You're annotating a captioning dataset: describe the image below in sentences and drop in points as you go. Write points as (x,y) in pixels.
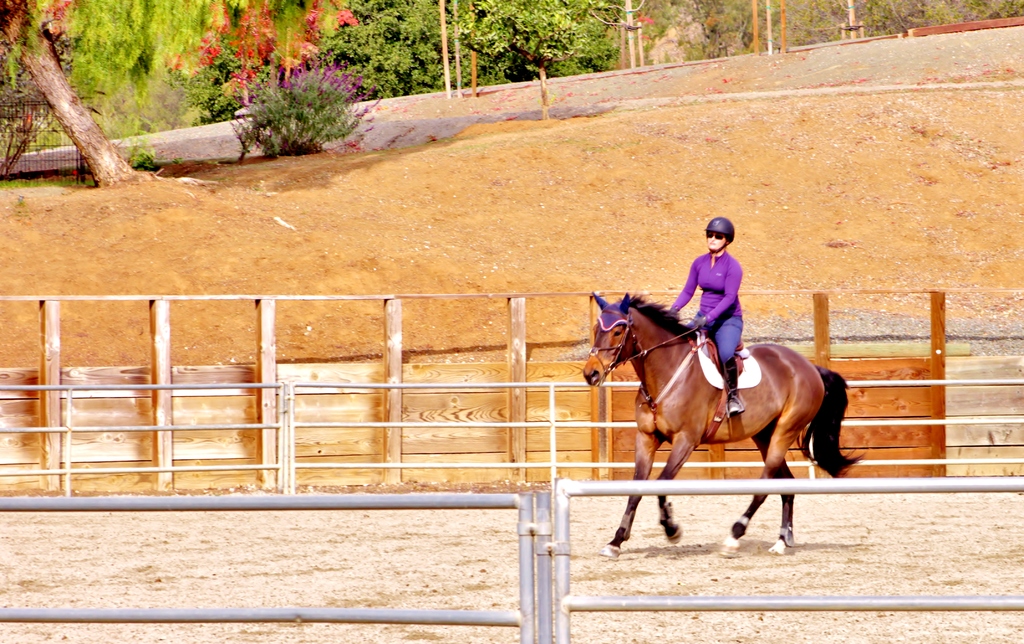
As we can see in the image there are trees (238,18), plant (321,70) and a woman (721,293) riding horse (680,402).
